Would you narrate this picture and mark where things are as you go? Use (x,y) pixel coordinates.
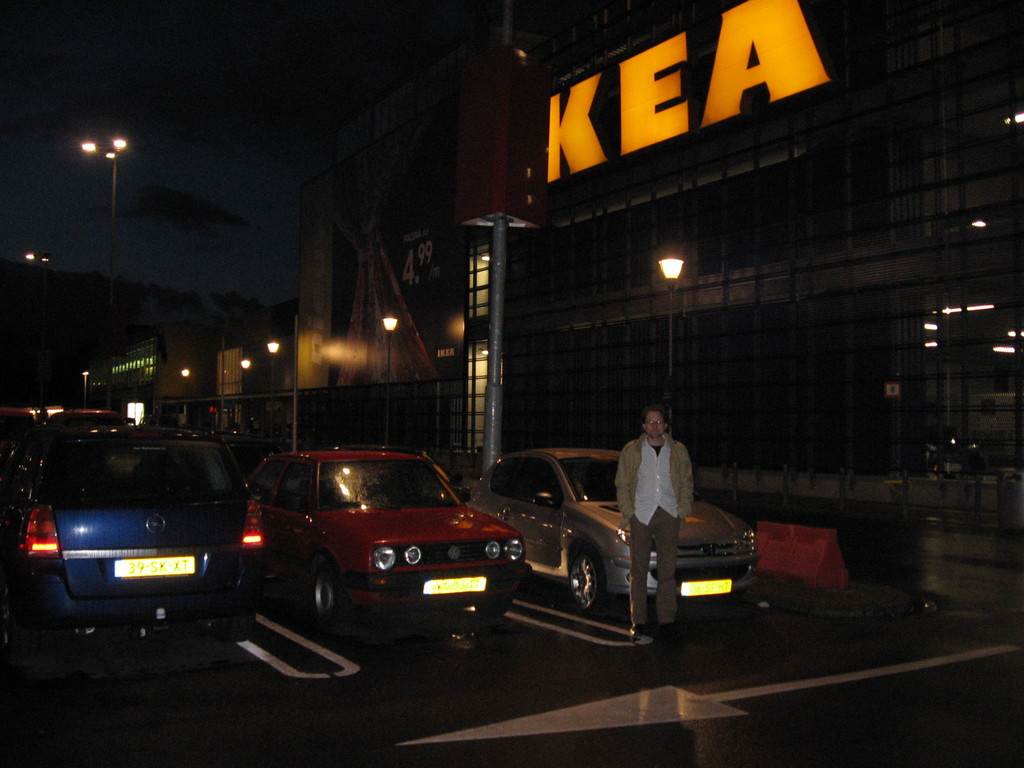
In this image we can see a person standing on the road (538,675). We can also see some cars (234,633) parked aside on the road (417,685). On the backside (245,413) we can see a building (654,349), street poles (672,353), trees (69,390), board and the sky (228,51).
